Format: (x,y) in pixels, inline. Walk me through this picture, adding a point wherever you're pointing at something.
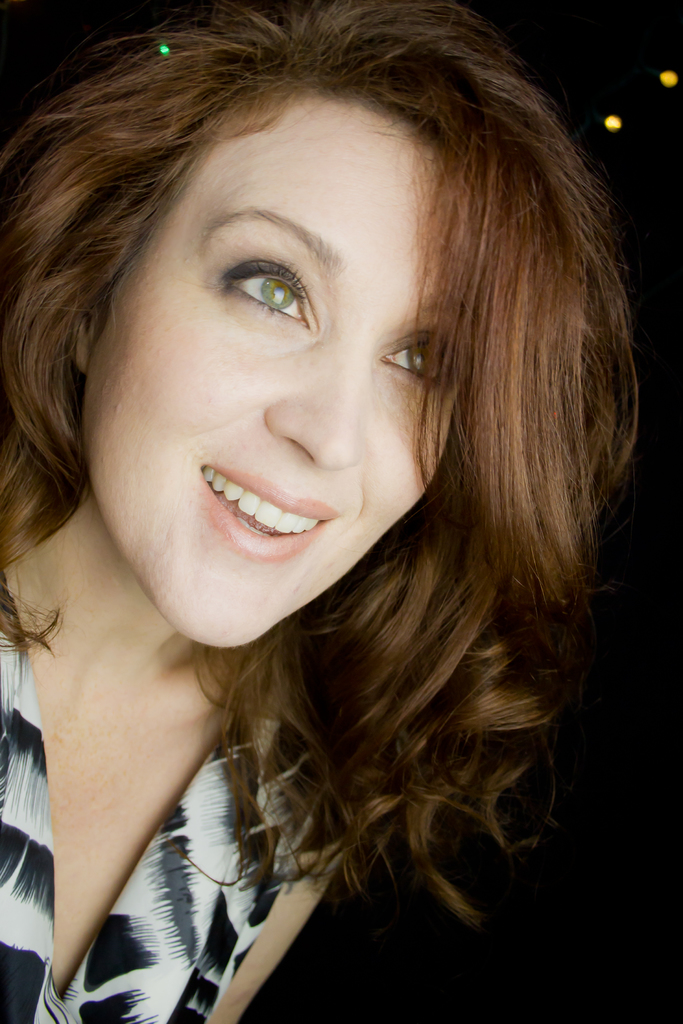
There is a girl (273,333) in the center of the image (393,647).
